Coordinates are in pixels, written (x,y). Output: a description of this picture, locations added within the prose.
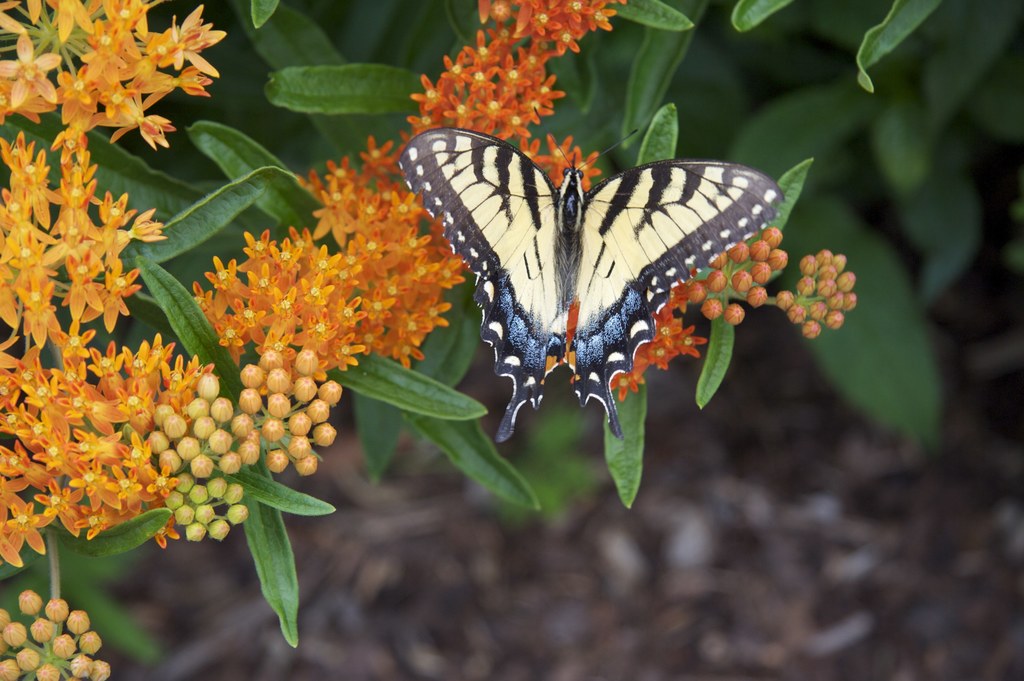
In this image I can see a butterfly (585,280) in cream and black color. It is on the orange color flowers (487,85). I can see few green leaves (686,23) and blurred background (836,49).
